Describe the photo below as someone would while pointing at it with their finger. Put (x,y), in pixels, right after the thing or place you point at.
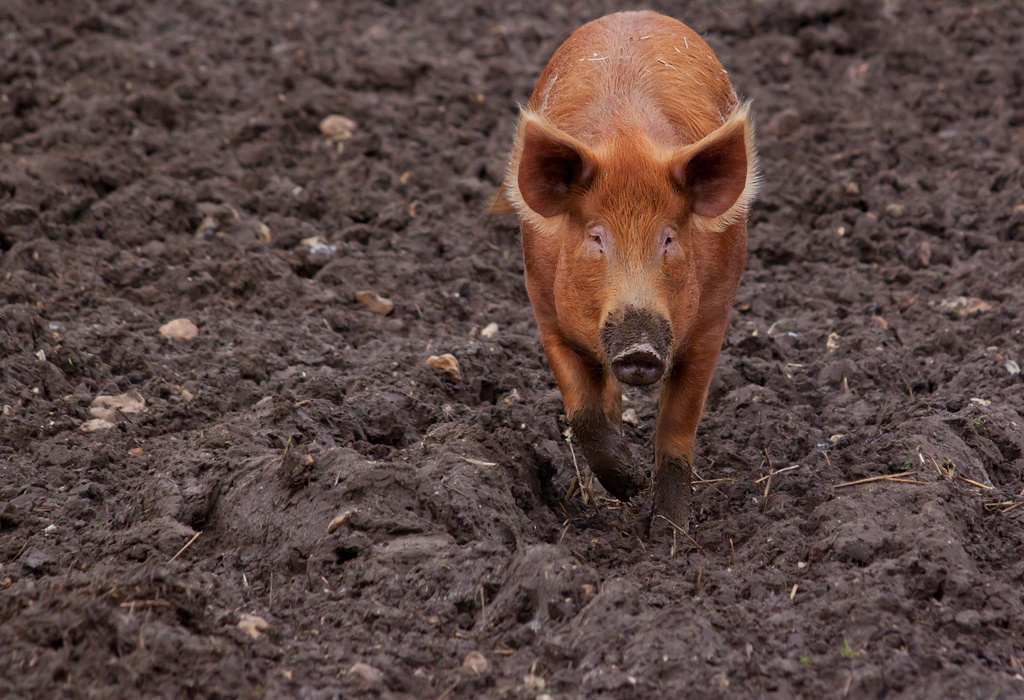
This image consists of a pig (697,232). It is in brown color. There is mud (582,551) in this image.
